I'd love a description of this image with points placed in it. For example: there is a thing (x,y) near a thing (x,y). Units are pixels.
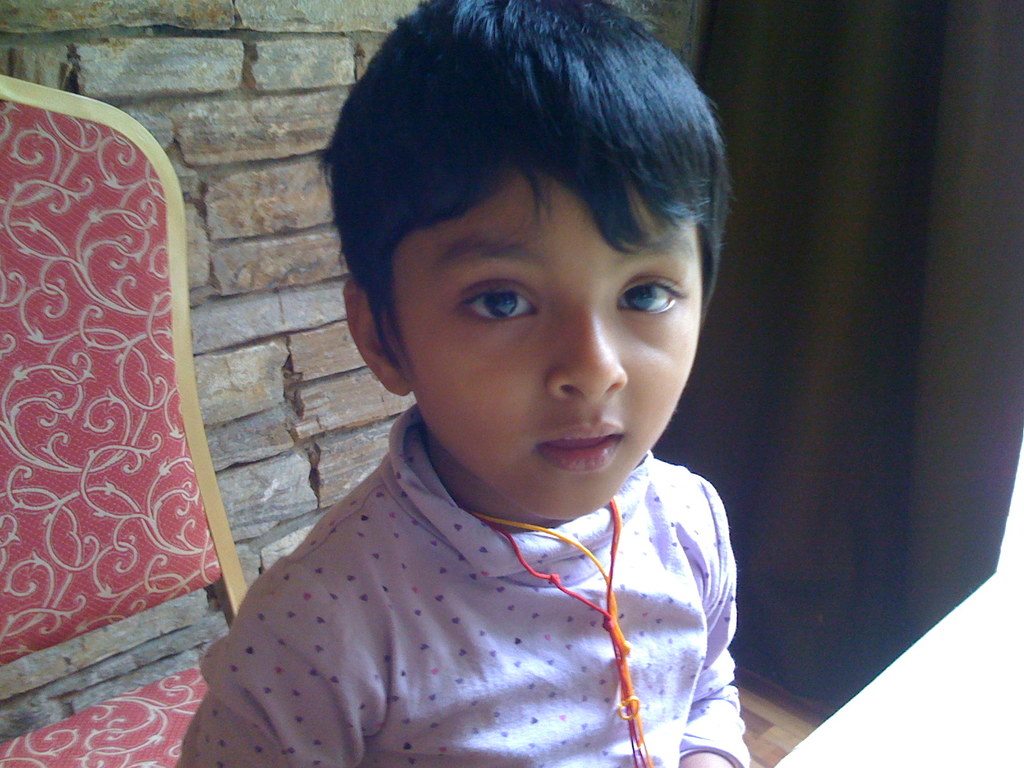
In this image in the foreground (413,299) there is one boy (423,378), and in the background (124,482) there is a chair (105,340), wall (247,318). And on the right side (838,296) there is a curtain (805,303), at the bottom (786,710) there is floor (775,714).
